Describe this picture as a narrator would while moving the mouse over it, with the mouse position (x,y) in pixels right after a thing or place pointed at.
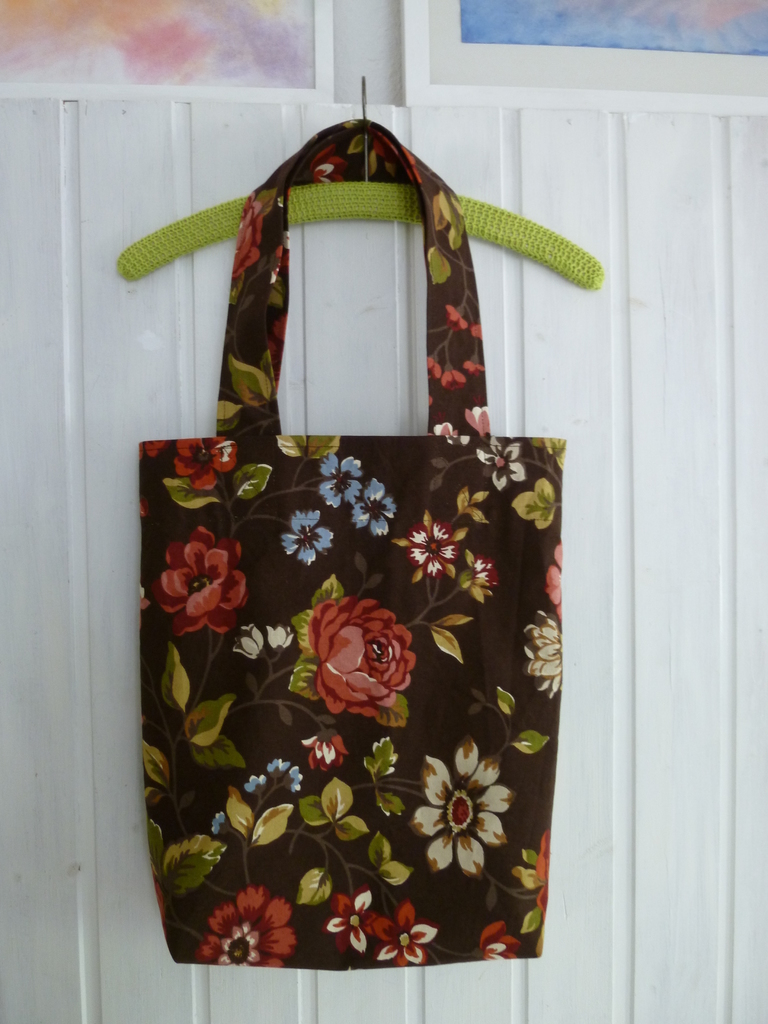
In the image we can see there is a bag (271,695) which is hanging to the pin (360,188) on the wall (526,414). The wall (641,241) is of white colour and the bag (319,688) is black colour and flowers (215,601) are printed on it.
